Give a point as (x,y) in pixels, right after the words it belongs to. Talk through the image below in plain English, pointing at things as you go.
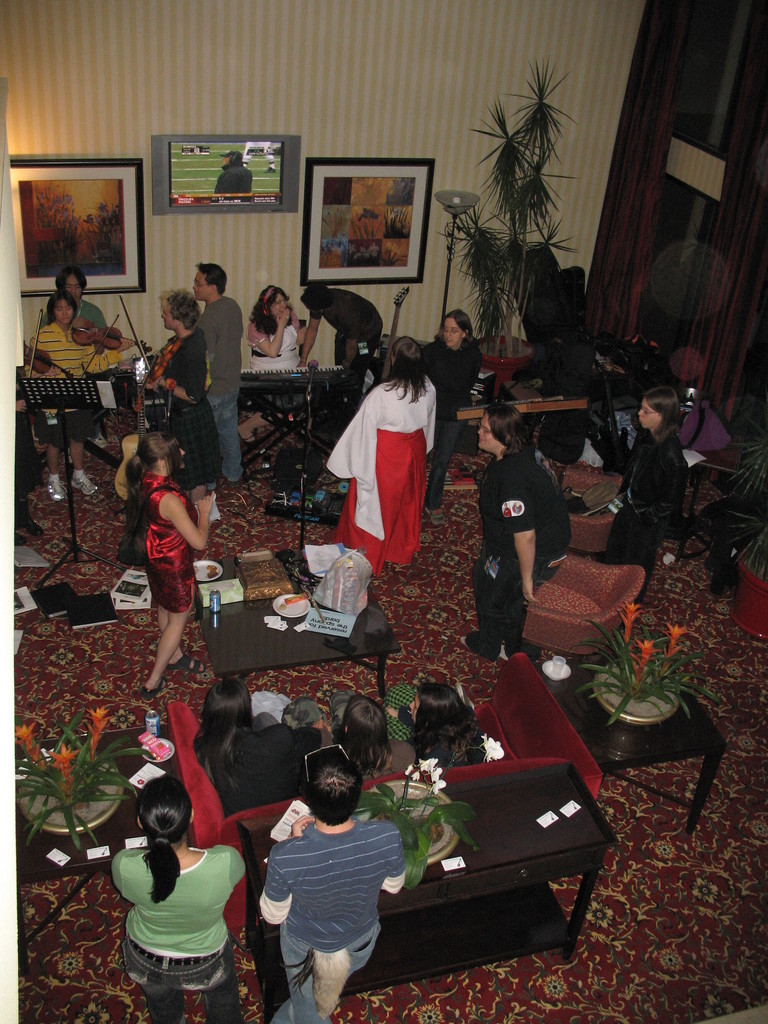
In this image I see a lot of people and few of them are sitting and few of them are standing and I can also see that there are few plants (79,817) and I can see the wall (568,29), which is of cream in color and there are 2 photo frames (320,223) and a television (192,154) on it.
